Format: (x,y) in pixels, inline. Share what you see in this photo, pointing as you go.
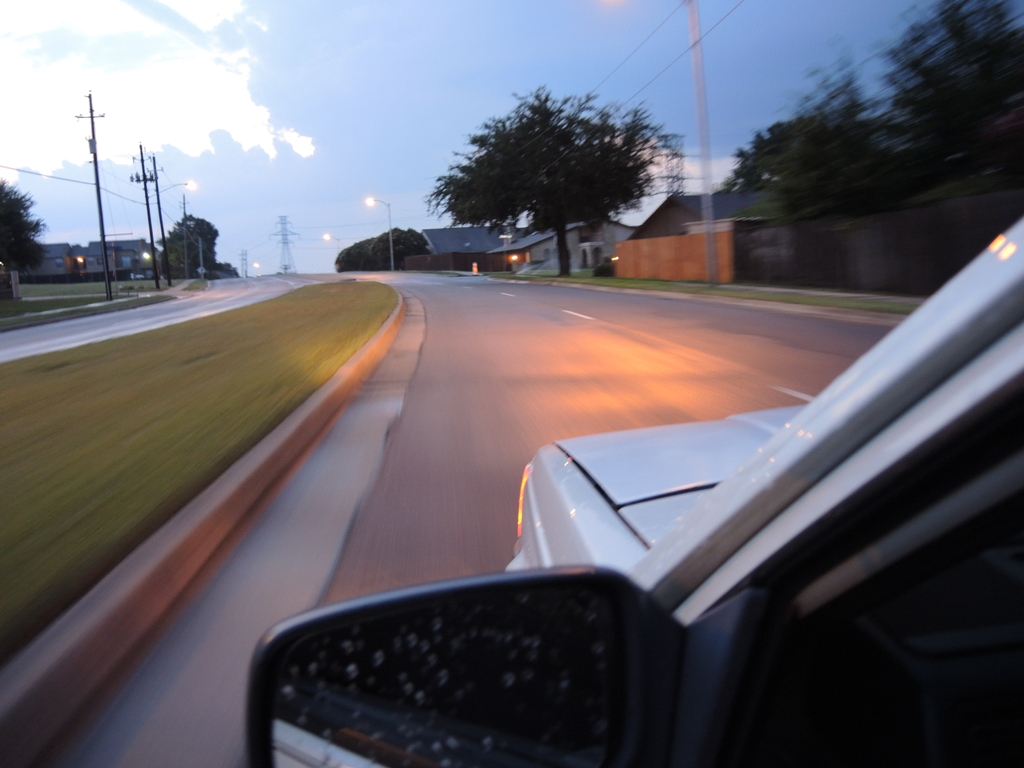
In this image we can see a vehicle (725,640) on the road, there are some trees (29,231), poles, lights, houses (598,246), wires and grass (339,295), in the background (392,161) we can see the sky (392,161) with clouds (26,138).
